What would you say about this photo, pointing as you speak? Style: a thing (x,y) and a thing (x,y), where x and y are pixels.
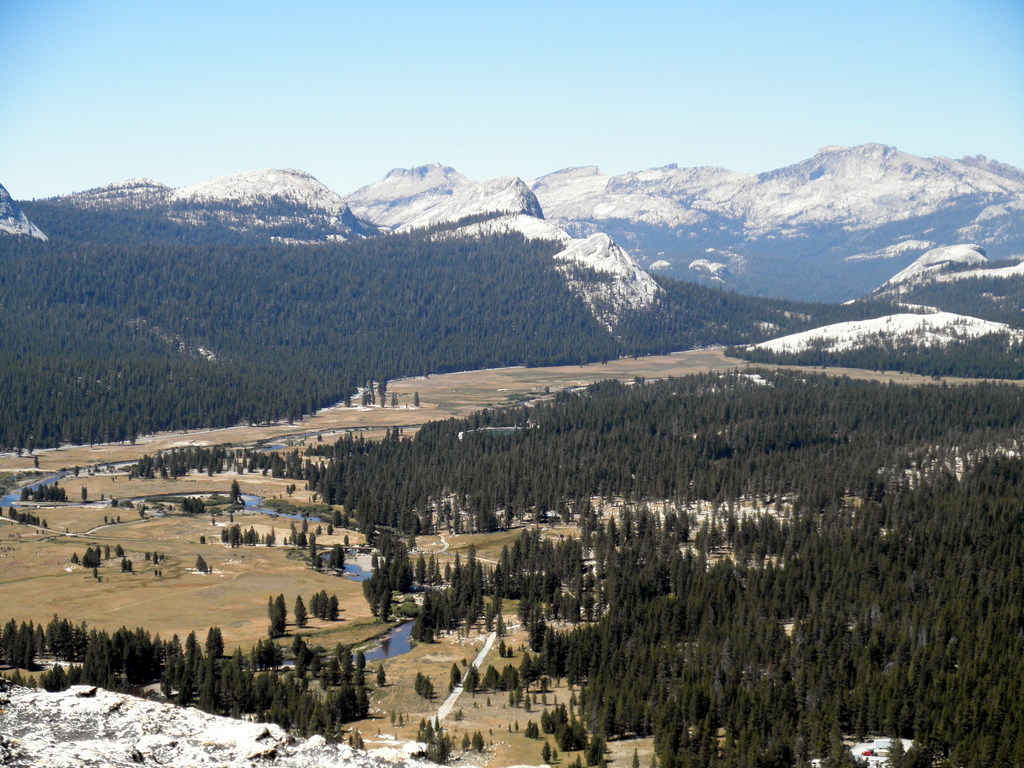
Here we can see a number of trees (435,323). Background (968,193) there are mountains (965,209). Sky (745,102) is in blue color.
